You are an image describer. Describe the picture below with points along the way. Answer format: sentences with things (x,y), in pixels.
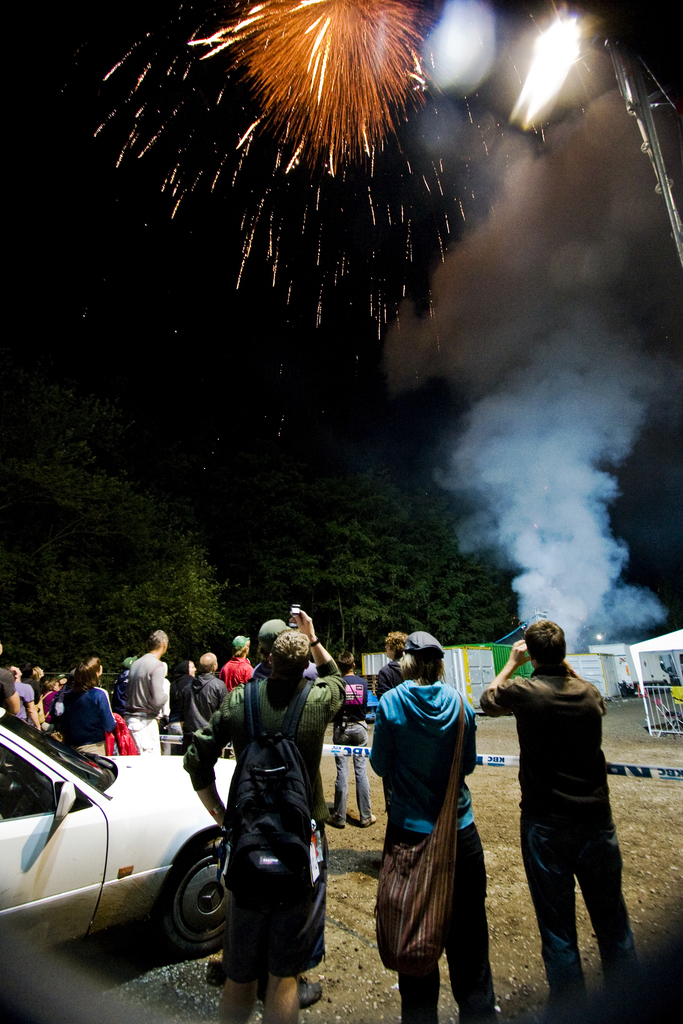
In this image on the ground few people (322,711) are standing. Few people (260,701) are clicking picture. Here there is a car (69,815). These are crackers (403,104) here. In the background (426,552) there are trees (462,635), tents (669,638), shelters (669,649).
